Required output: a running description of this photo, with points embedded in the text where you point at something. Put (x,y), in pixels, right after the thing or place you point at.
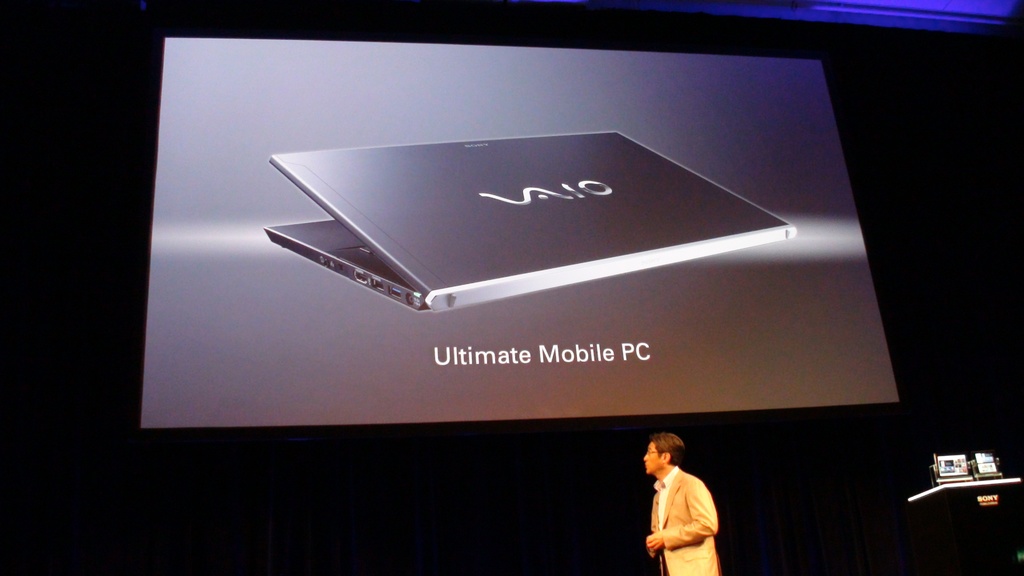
In the center of the image (495,272) a screen (545,314) is present. On screen (637,269) we can see a laptop (640,217). At the bottom of the image (679,520) a man (669,530) is standing. At the bottom right corner (980,543) podium (962,541) is present.
